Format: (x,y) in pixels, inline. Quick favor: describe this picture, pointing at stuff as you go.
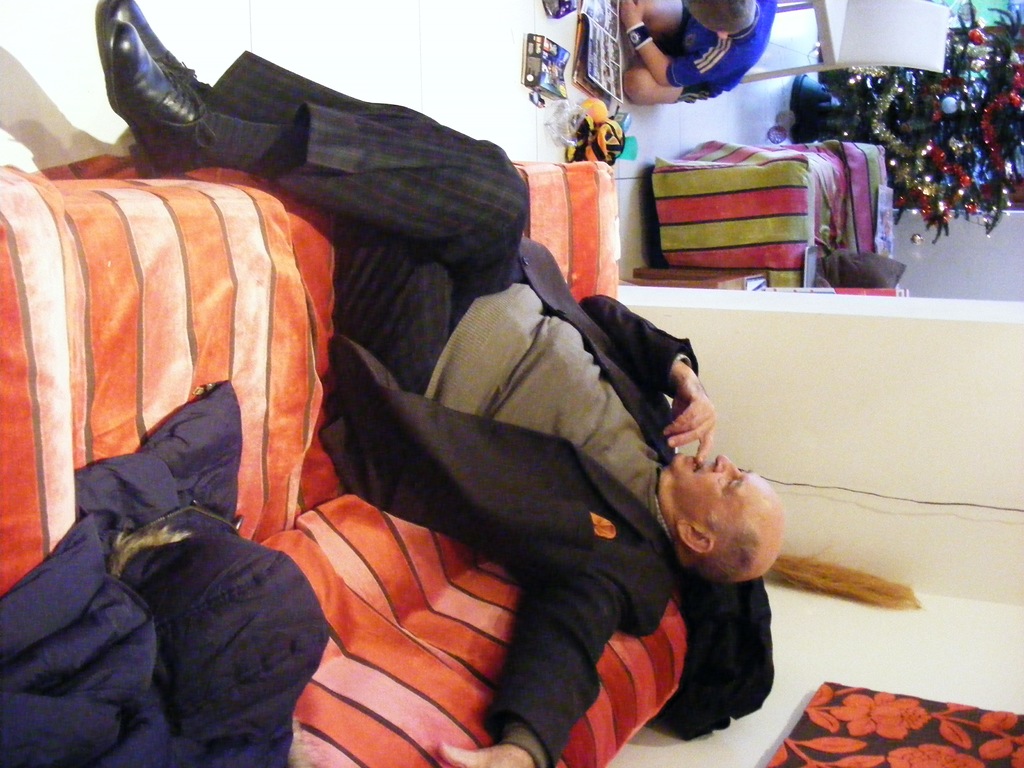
In the picture I can see a person (551,258) wearing a black jacket (527,448) and shoes (119,35) is sitting on the orange color sofa (449,736) where other jacket (164,684) is placed. Here we can see a photo frame (800,729) on the wall (974,689) and a broomstick (879,606) is kept to the wall (949,524). In the background (761,23), we can see a person (741,64) wearing blue dress (746,60) is sitting on the floor (637,120) and there are few objects (556,116) on the floor (643,183). Here we can see some objects (856,191) and Christmas tree (934,144).
